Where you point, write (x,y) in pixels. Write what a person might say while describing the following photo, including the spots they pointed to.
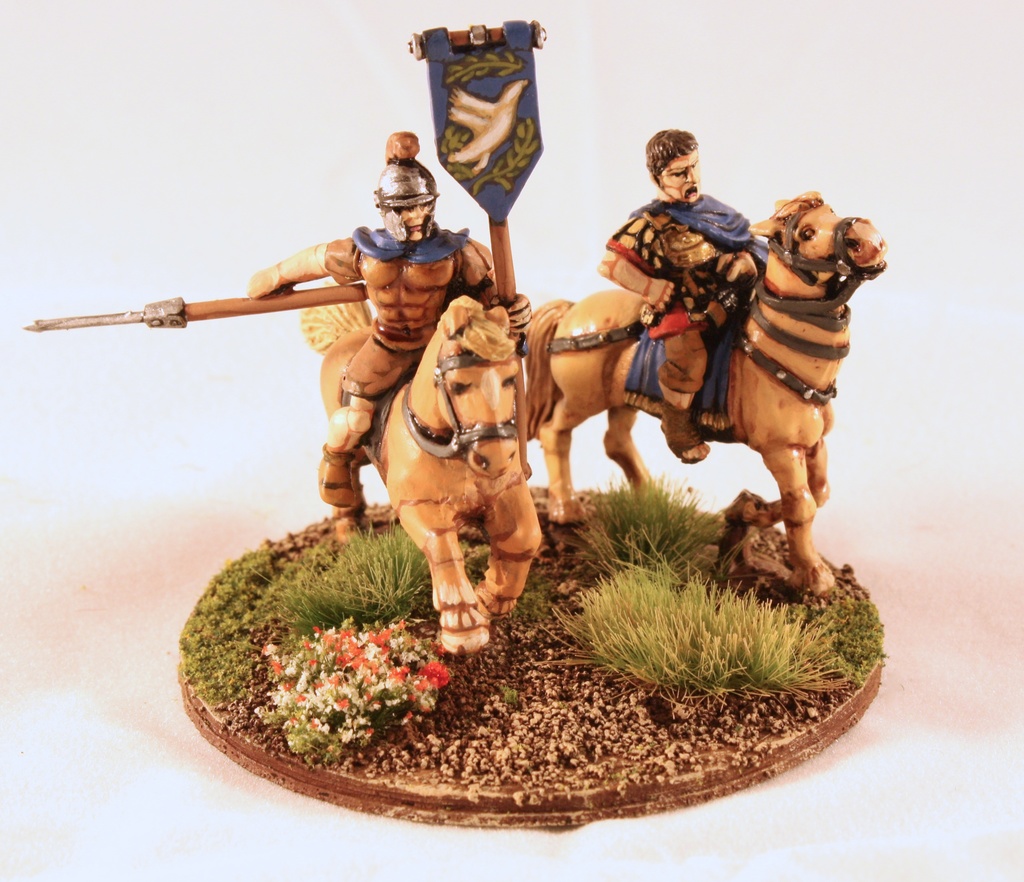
In this image we can see a statue (496,365) and a white background (698,75).
